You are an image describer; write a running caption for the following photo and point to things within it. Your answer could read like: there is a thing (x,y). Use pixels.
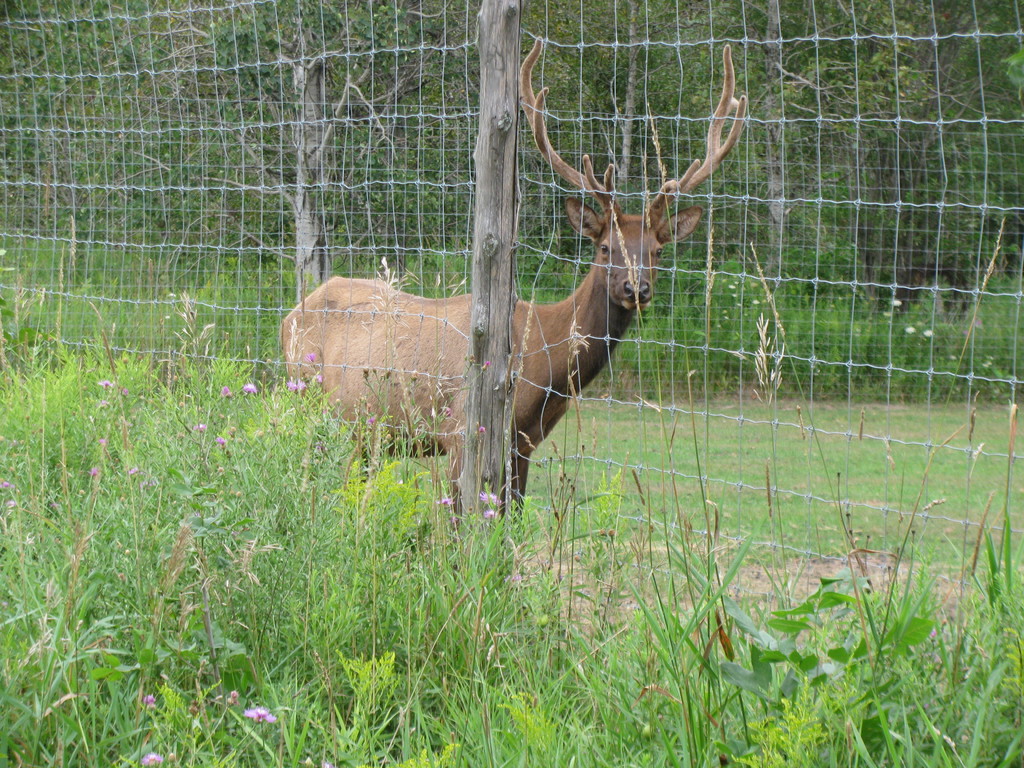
In this image I can see few plants (359,608) which are green in color and few flowers (273,721) which are pink in color. I can see the wooden pole (468,460) and the fencing (780,221). Inside the fencing (372,226) I can see an animal (451,337) which is brown in color. In the background (764,61) I can see few trees (823,87).
